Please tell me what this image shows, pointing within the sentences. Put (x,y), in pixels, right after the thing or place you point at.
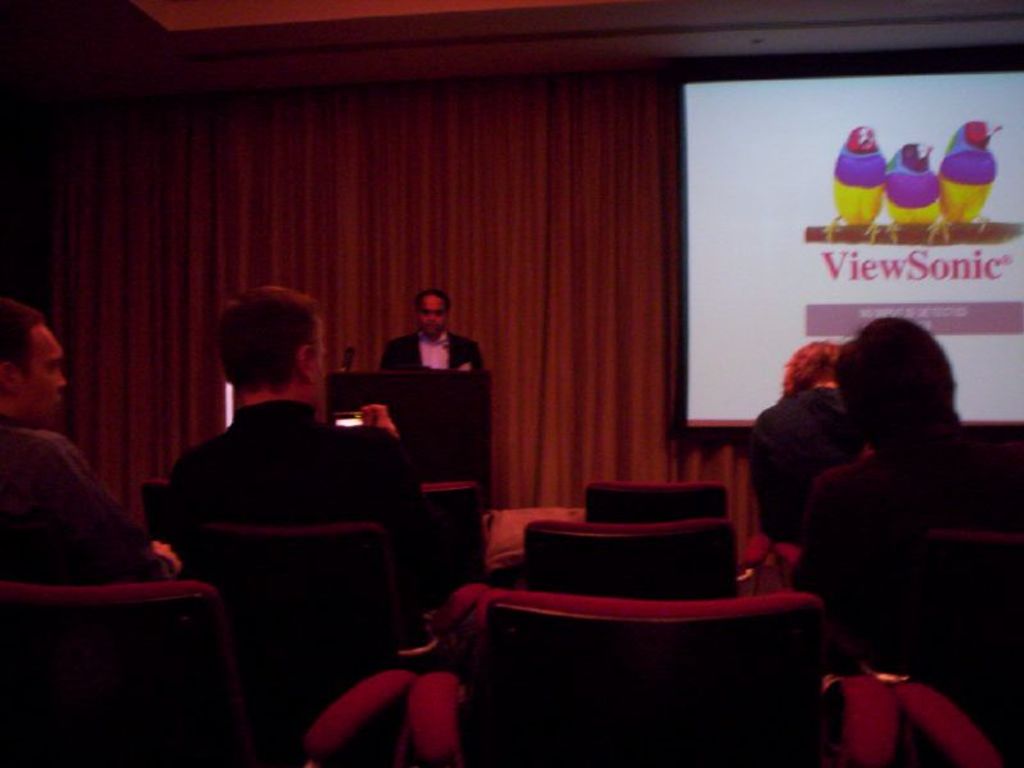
In this image there are a few people (127,549) sitting on their chairs (264,537), in front of them there is a person (422,348) standing in front of the table (429,381). On the table (381,385) there is a mic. In the background (584,184) there is a screen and curtains (254,260).
